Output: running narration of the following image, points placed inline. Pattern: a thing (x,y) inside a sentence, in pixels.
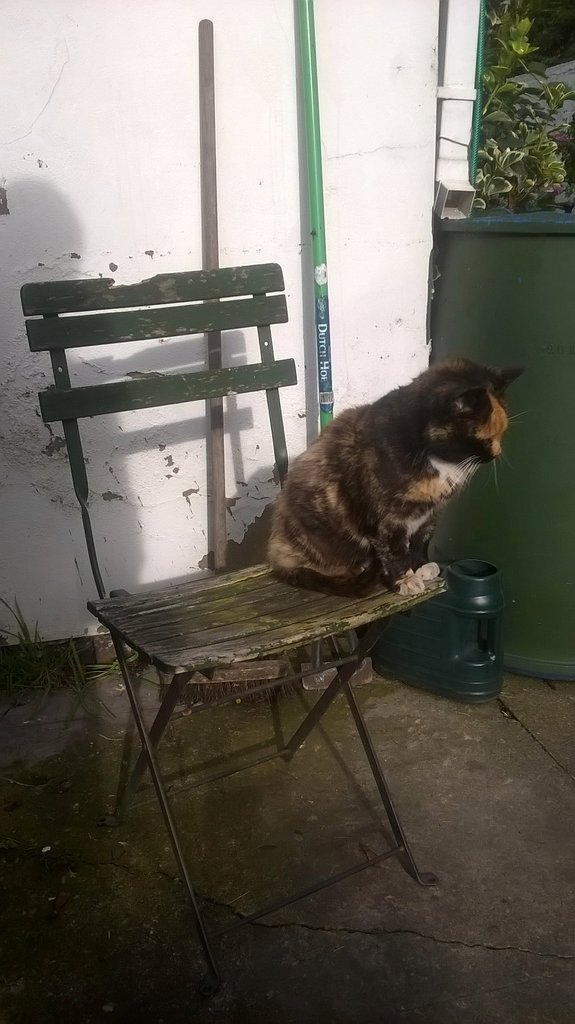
It seems to be the image is taken outside of the house (227,450). In the image there is a chair (202,580), on chair (257,580) we can see a cat (354,462) sitting. In background (113,117) there is a white color wall (126,126), trees (512,160) and a can (476,598).
